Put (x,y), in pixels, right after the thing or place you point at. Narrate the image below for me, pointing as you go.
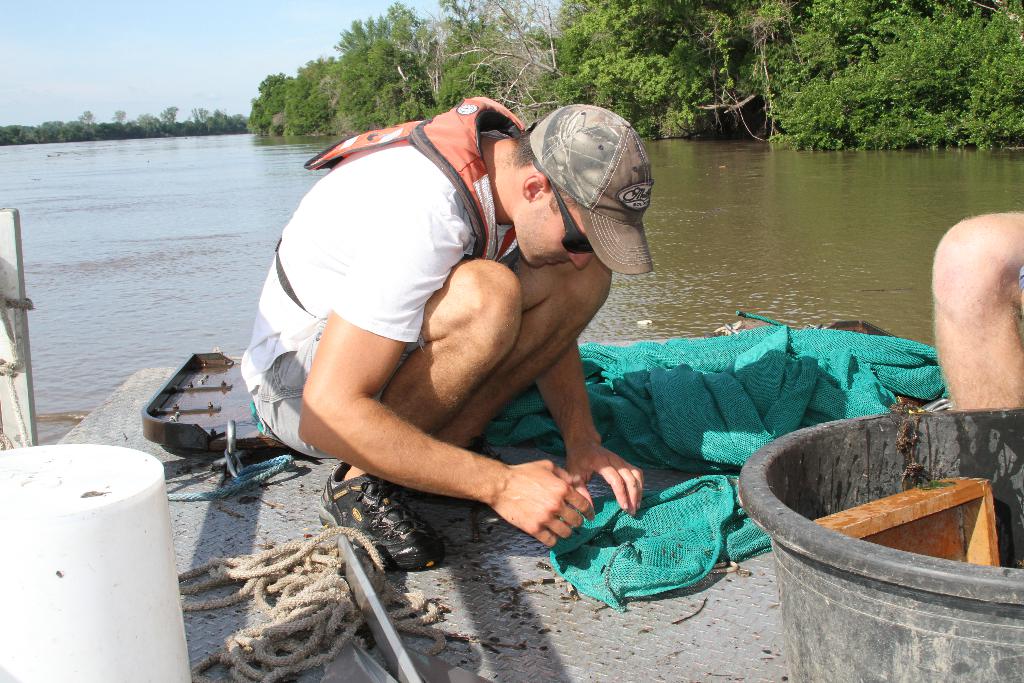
A man (426,254) is sitting wearing clothes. This is rope (310,626), cloth (794,398) and a container (892,600). There are trees (683,82), this is water (159,246) and a sky (177,71).
